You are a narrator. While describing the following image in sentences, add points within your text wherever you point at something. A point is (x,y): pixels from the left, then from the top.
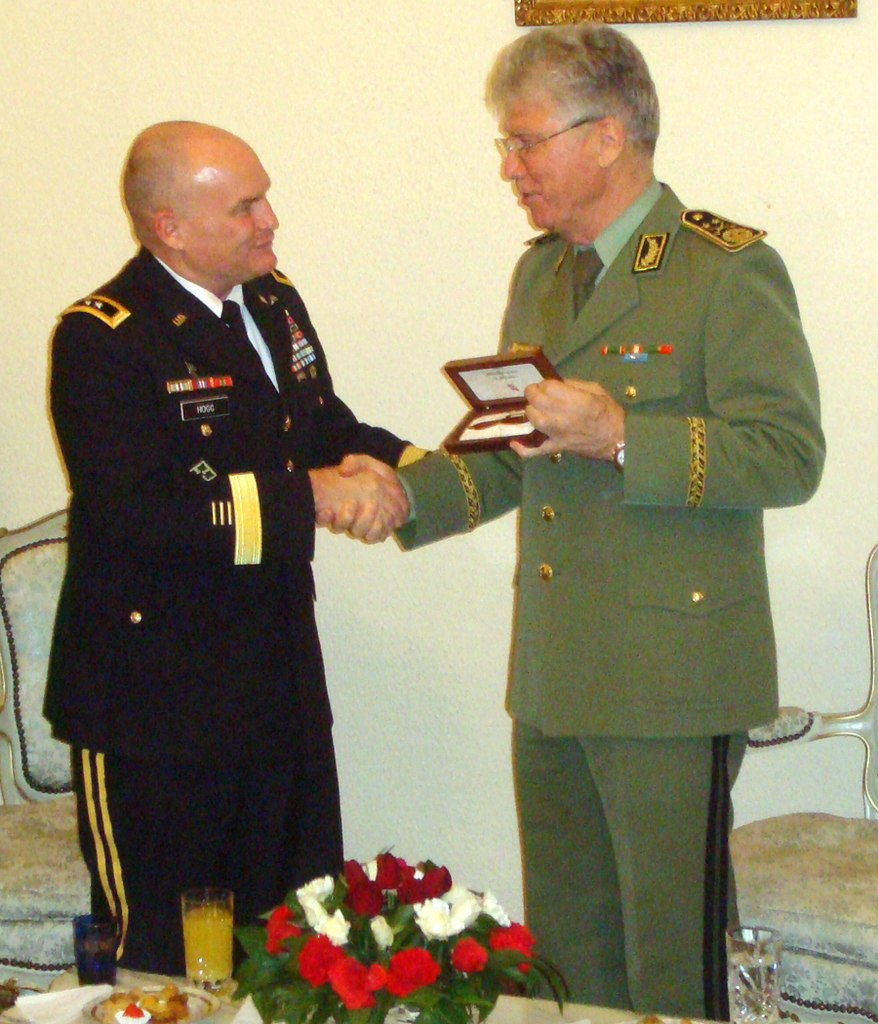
In this image I can see there are two persons (279,383) and back side of them I can see two chairs (778,846) and the wall (374,717) and in front of them I can see a flower bouquet (333,992) glass (772,997) and another glass (197,896) contain a juice (189,937) and plate (179,986) contain a food (166,989), on the right side (711,535) person (539,382) he holding an object (463,391) and wearing a spectacle (517,148).
